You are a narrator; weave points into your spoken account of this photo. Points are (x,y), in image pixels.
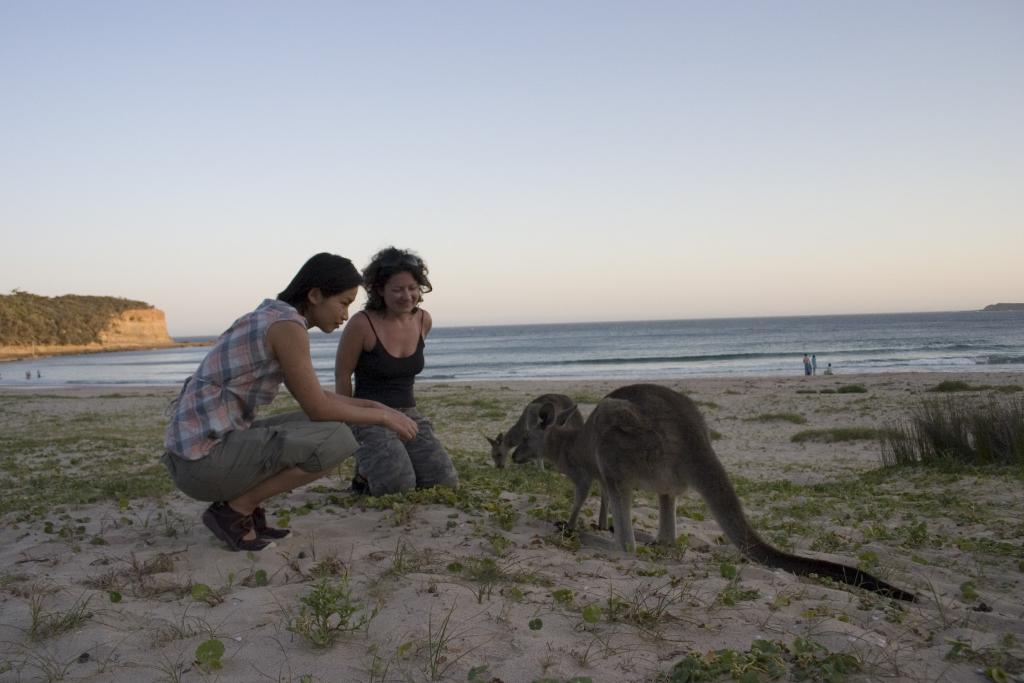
This image is taken at the seashore (474,488). In this image we can see there are two girls (337,404) one squatting and one on her knees (371,479), in front of them there are two animals (584,454). In the background (573,362) there is a sea (625,351), hill (140,321) and sky (509,218).
